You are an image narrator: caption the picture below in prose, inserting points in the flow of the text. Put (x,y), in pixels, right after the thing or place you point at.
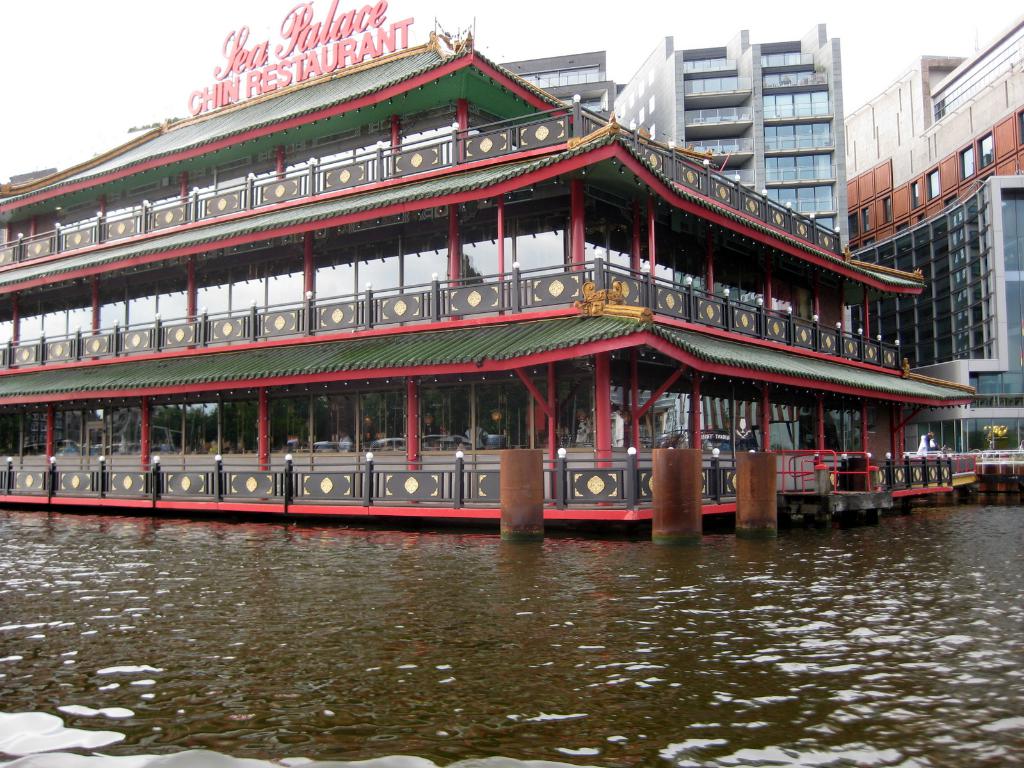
In this image we can see the restaurant (434,230) and some text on it and we can also see buildings (811,206), water (481,591) and sky (117,87).
